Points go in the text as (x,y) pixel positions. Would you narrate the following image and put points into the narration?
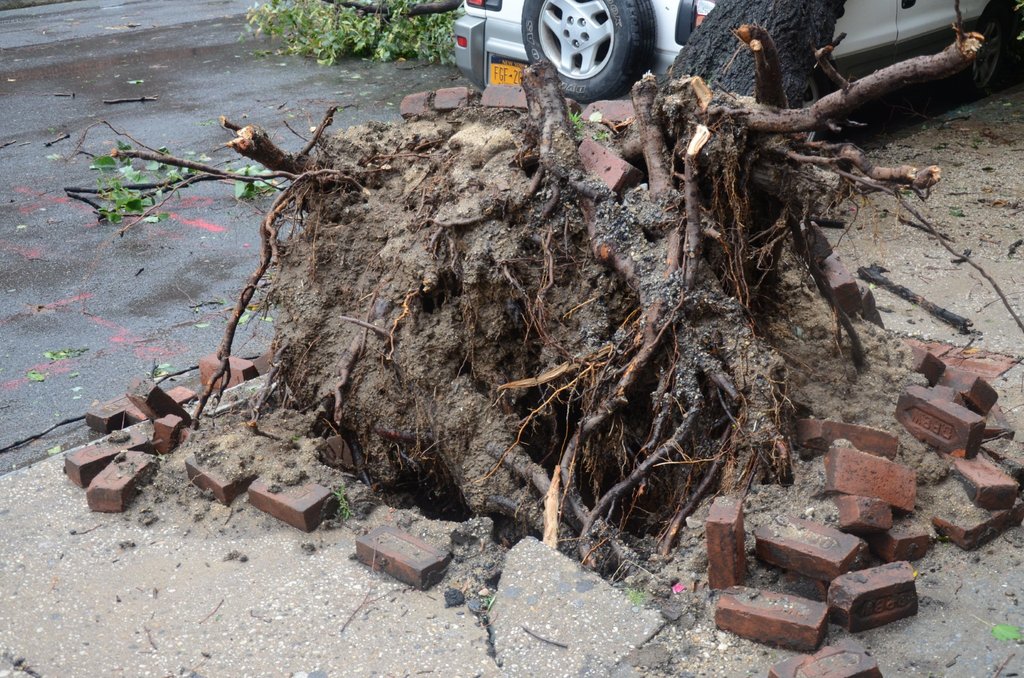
In this image we can see cracks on the footpath (408,614) and there is a fall down tree (640,96) with roots (702,148). We can see a vehicle (539,40) on the road (293,94) and branches (361,36) of a tree (382,159).
